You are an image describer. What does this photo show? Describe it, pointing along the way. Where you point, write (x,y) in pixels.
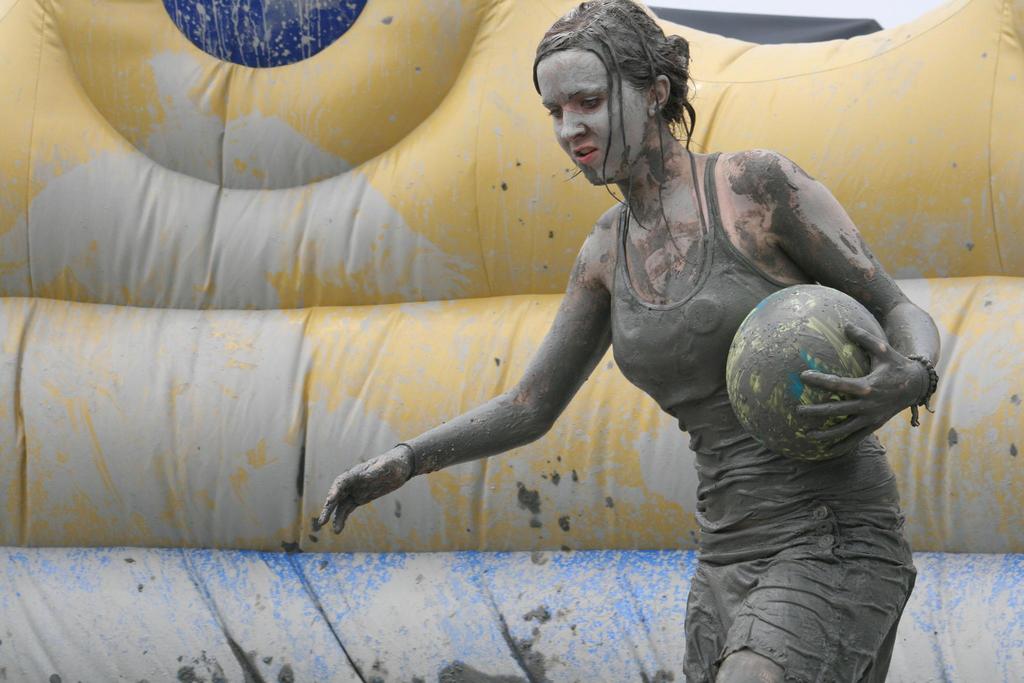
In this image there is a woman (719,290) who is holding the ball (797,380). There is full of mud (627,263) to her dress (709,209) and her face (594,161). In the background (365,157) there is a gas balloon (300,171).
